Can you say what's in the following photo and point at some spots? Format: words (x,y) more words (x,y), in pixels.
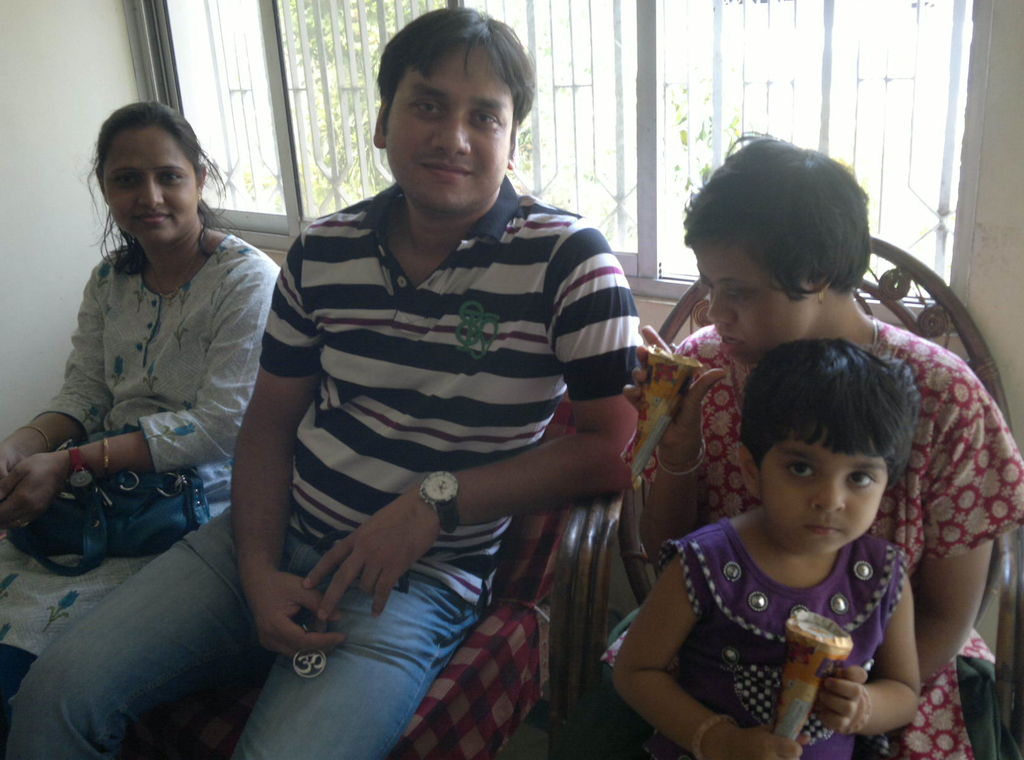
In this picture we can see people (577,371), chairs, window (609,90) and wall (1003,41). In the background (359,34) there are trees (328,11). Towards right (830,470) we can see a girl (786,646) holding food item (817,647).
